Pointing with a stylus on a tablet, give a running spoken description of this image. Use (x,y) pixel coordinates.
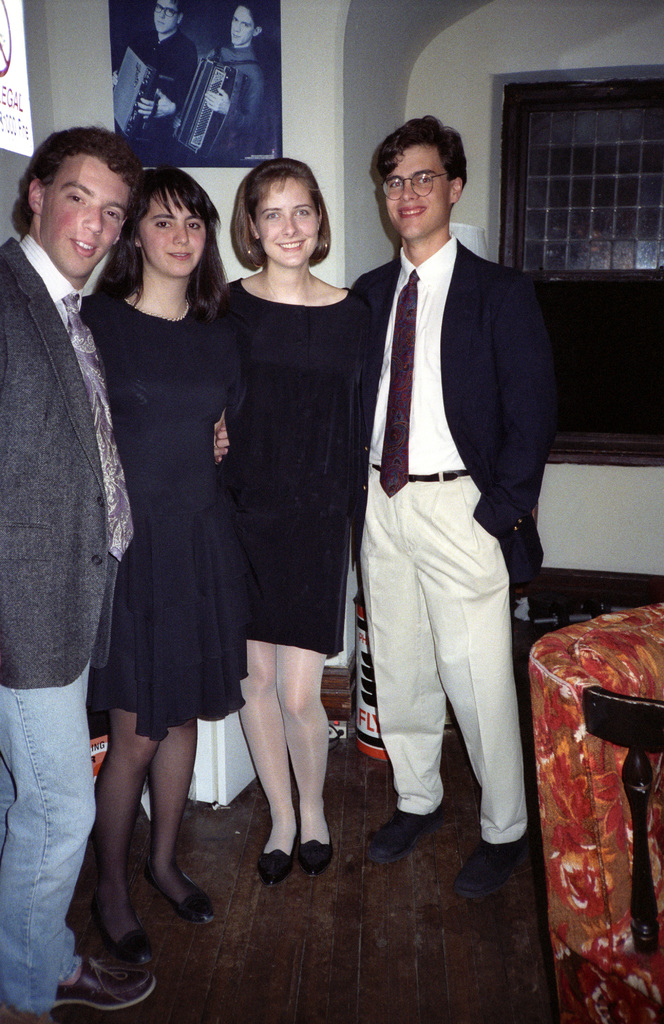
This is an inside view of a room (406,408). Here I can see two men (91,448) and two women (184,400) are standing on the floor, smiling and giving pose for the picture. At the back of these people (53,755) there are few objects (242,761) placed on the ground (251,787). On the right side (574,749) there is a couch (613,674). In the background (558,181) there is a window (570,129) to the wall (458,15) and also a frame (188,104) is attached to the wall (72,72).
